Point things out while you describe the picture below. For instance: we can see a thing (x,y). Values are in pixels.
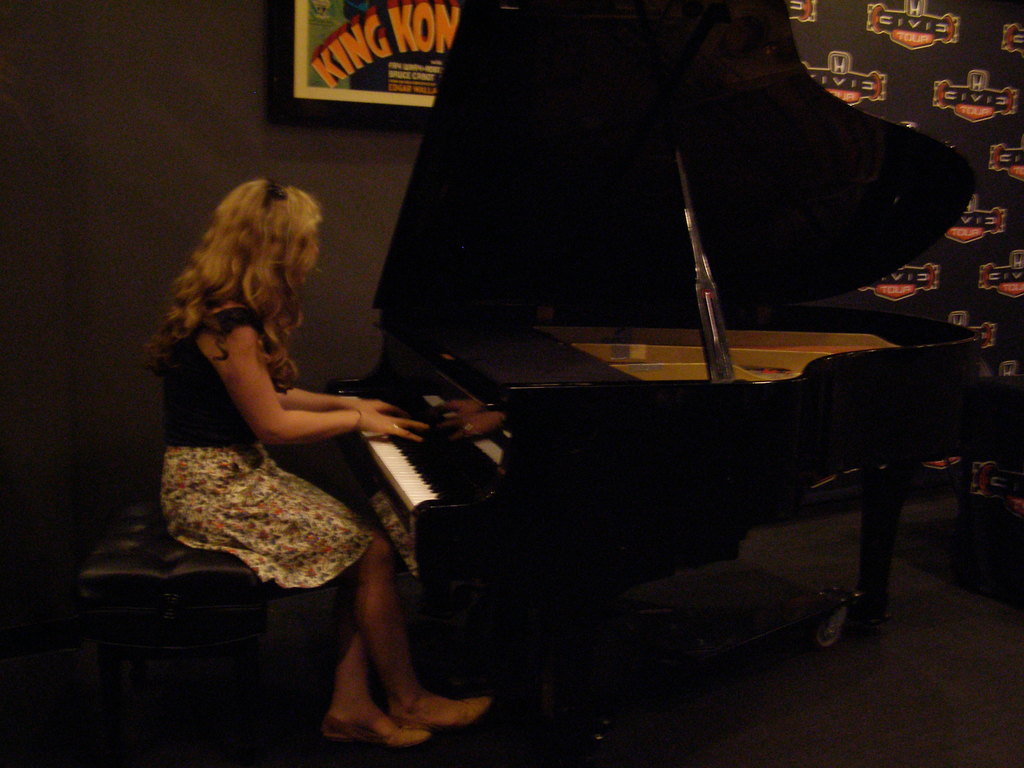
In this image I can see a person (227,435) sitting in-front of the piano (476,430). In the back (292,120) there is a board (309,77) to the wall (49,191).
